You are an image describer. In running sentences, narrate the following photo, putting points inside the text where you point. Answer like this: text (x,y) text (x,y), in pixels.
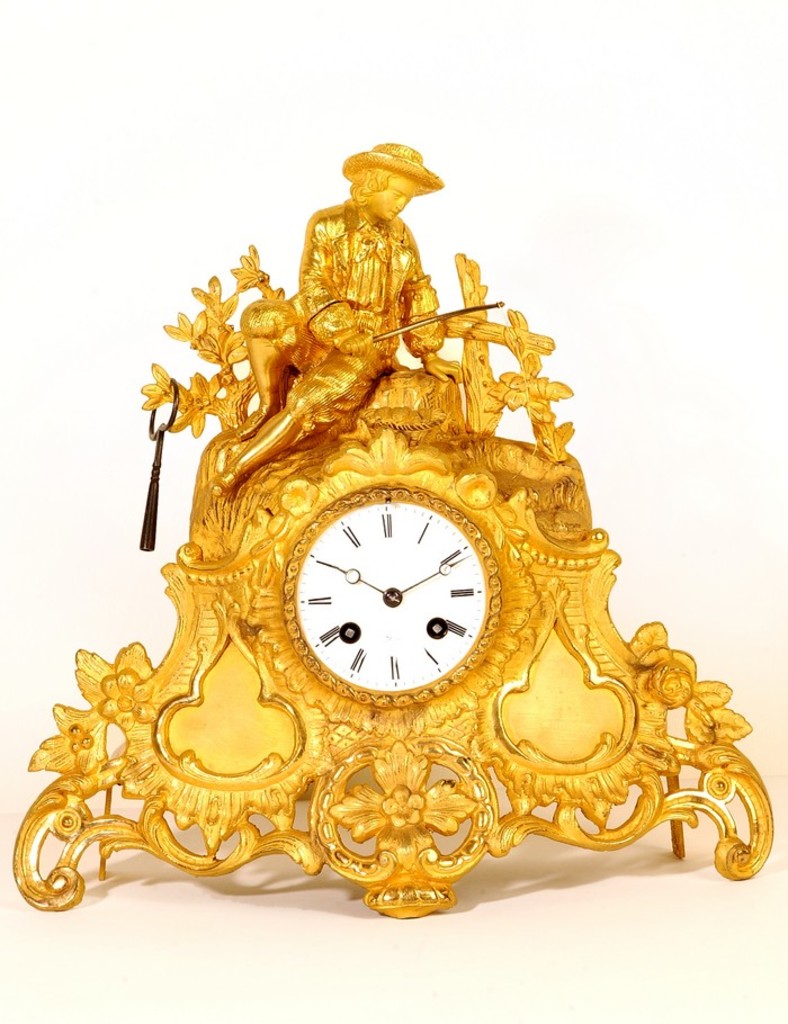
In this image we can see a clock (383,784) which is placed on the surface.
